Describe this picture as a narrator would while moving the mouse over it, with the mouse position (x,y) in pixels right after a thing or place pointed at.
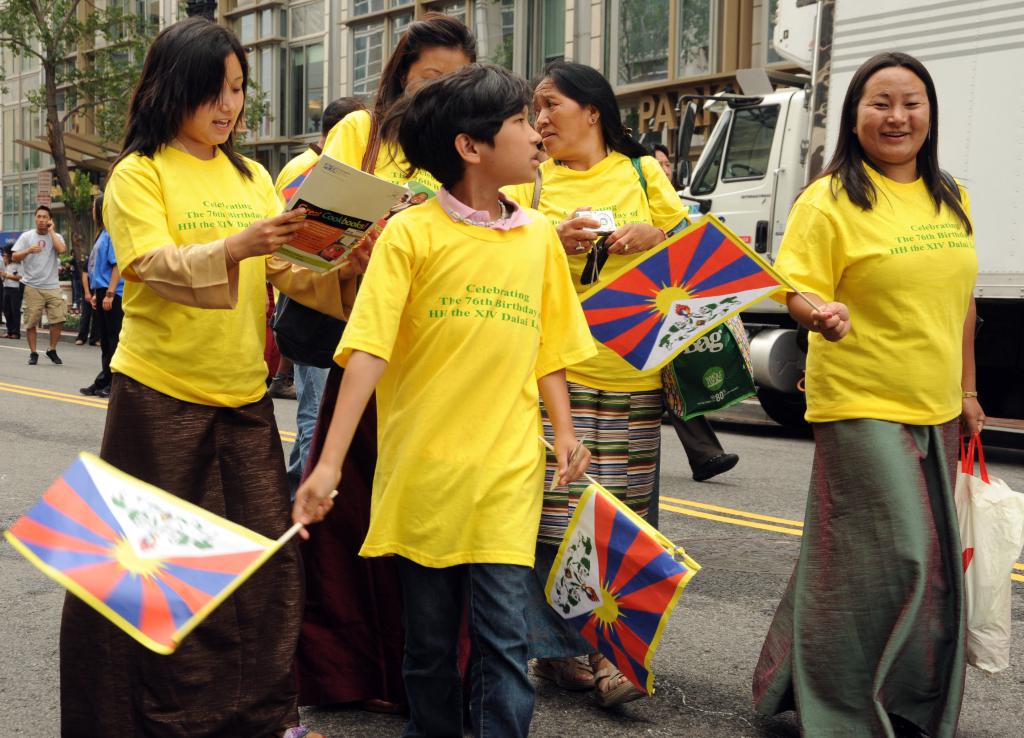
In the image there are few ladies (152,170) in yellow t-shirt (500,372) holding flags (128,623) walking on the road (783,584) and behind them there is a building (560,27) with truck (763,117) and many people (44,282) walking on it along with a tree (53,31) on the left side (120,32).
